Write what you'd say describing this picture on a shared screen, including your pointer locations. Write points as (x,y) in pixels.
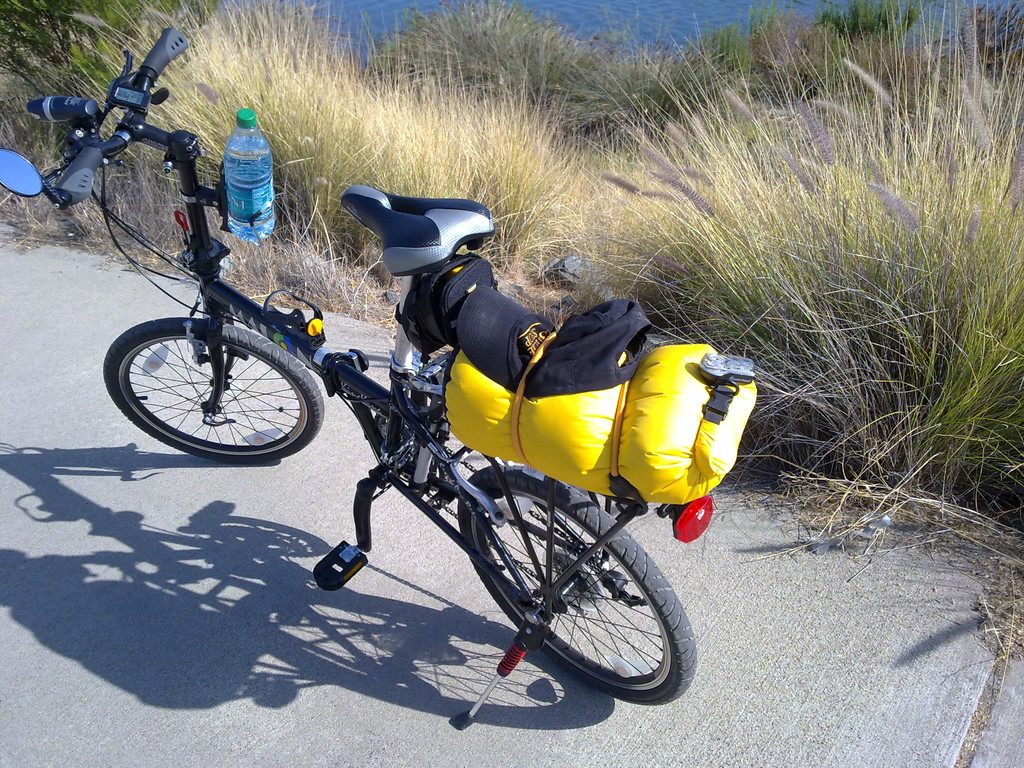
In this picture we can see a bicycle (206,270) on the road (450,698), bottle (235,181), cap (579,365) and beside this bicycle (199,213) we can see plants (695,130).
